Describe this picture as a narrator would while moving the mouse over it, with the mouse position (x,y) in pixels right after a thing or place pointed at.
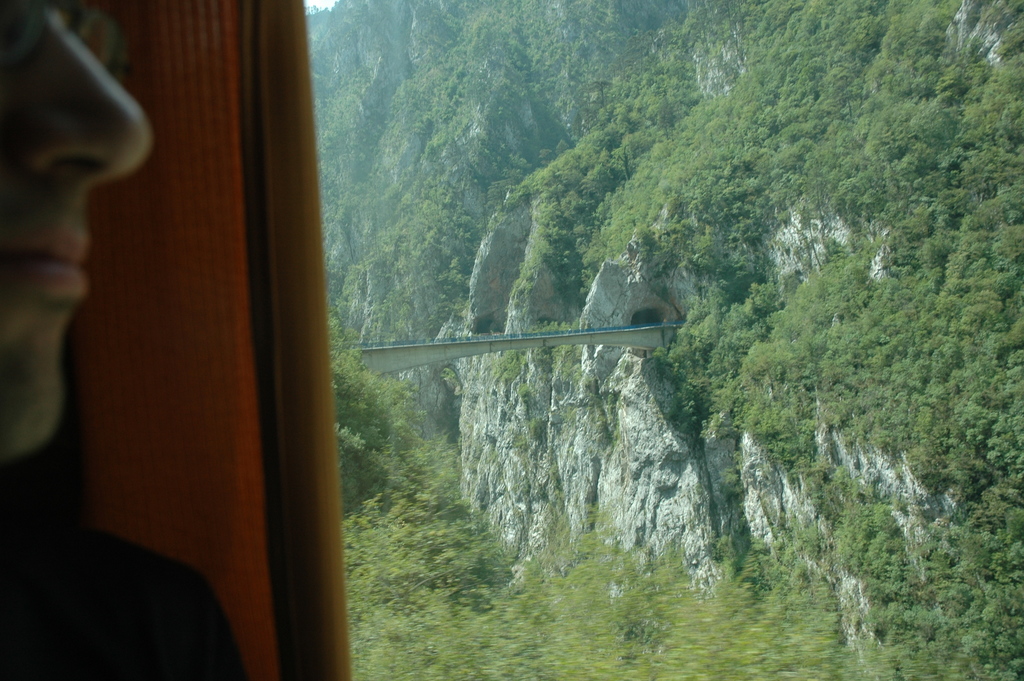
In this image there is a person (60,305) standing beside the window (309,535). In the background (369,497) there is a mountain (502,360), and with some trees (359,496). There is a bridge (570,337) in between the mountains (562,467).
